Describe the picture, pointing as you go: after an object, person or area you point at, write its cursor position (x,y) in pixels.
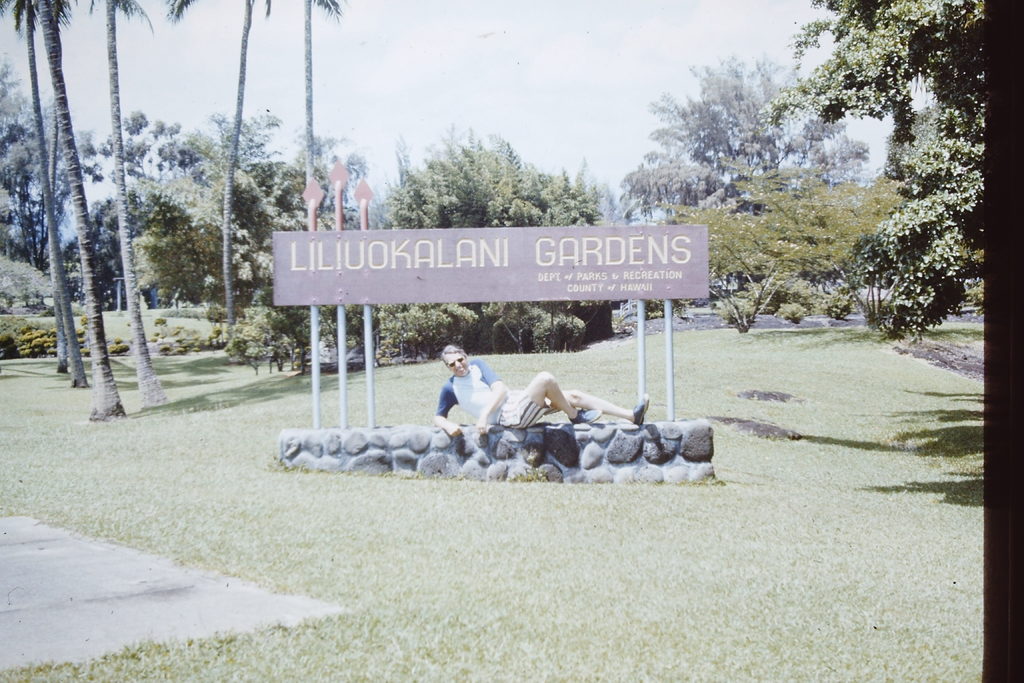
In the image there is a man (474,384) in white t-shirt (480,407) and short (514,408) lying on a wall (552,439) with name board (488,279) on the grassland (672,515) and behind there are many trees (462,192) all over the place and above its sky (462,77).
